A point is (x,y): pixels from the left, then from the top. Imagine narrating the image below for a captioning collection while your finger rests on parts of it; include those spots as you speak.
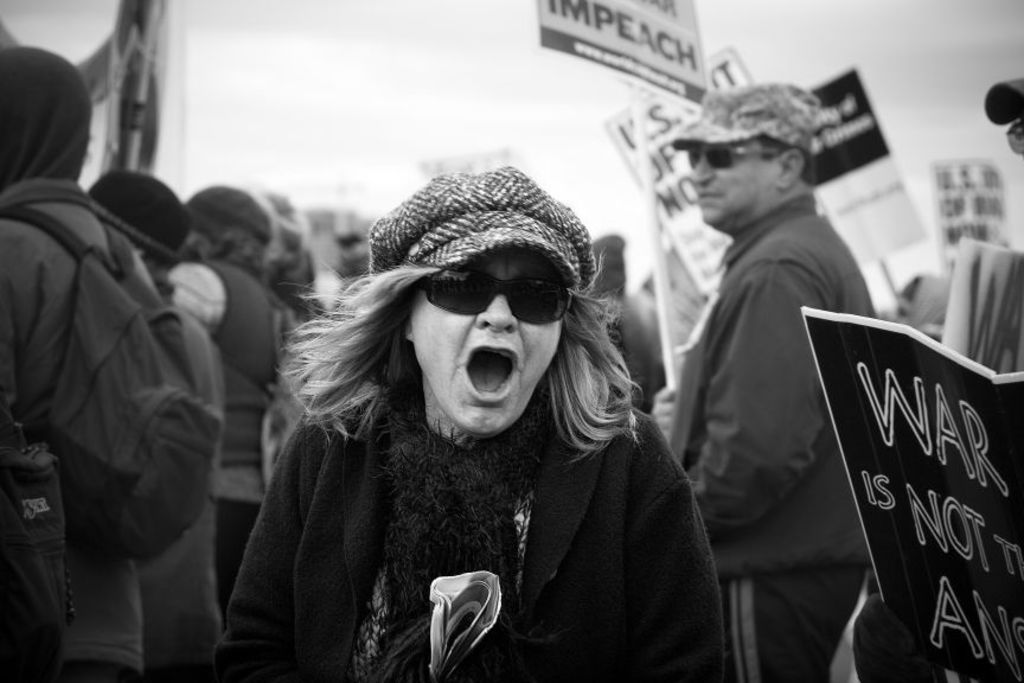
In this image we can see few people (571,331) standing and holding placards (884,400) and the sky (609,96) in the background (618,108).
